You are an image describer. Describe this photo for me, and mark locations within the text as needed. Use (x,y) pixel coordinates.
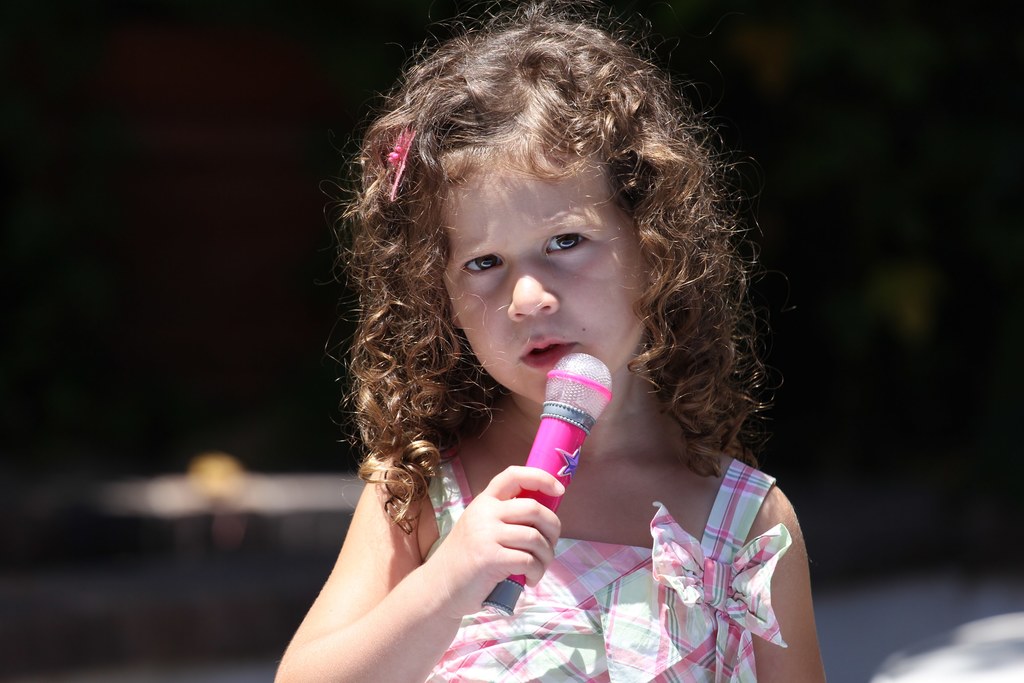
In this image, In the middle (682,444) there is a girl (703,520) standing and she is holding a plastic microphone (570,476) which is in pink color.
